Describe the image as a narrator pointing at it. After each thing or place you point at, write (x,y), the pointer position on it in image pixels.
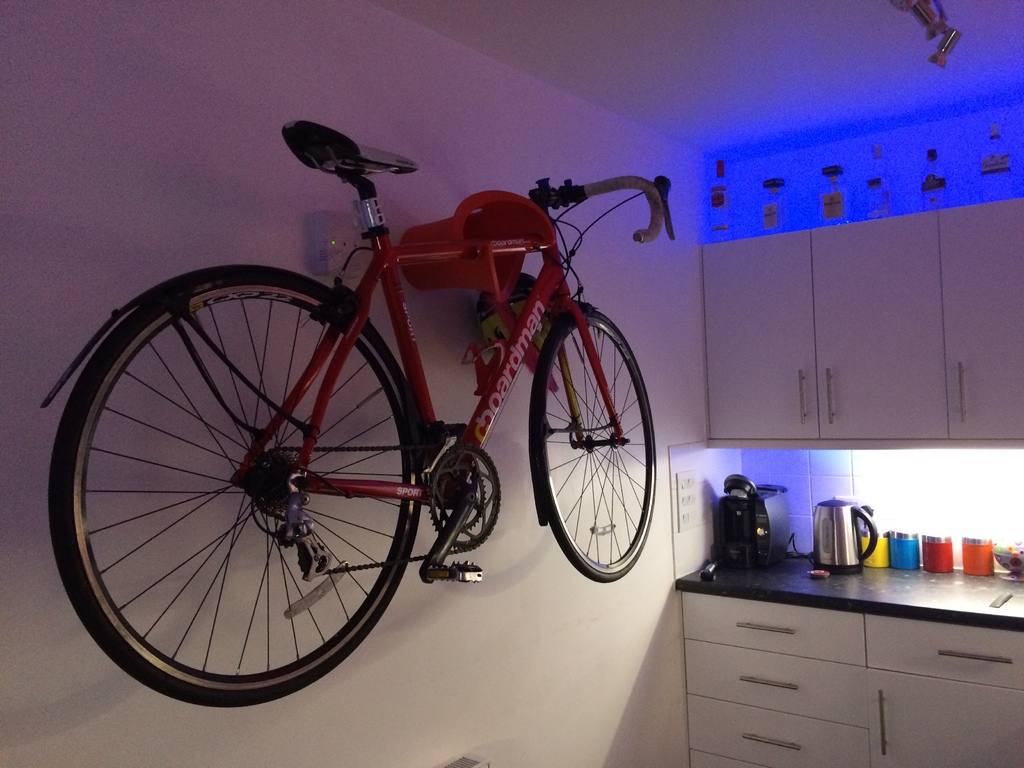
This is a bicycle (554,354). Here we can see cupboards (908,381), kettle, bottles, and a bowl (1014,546). There are bottles (769,202) and this is wall (181,143).
